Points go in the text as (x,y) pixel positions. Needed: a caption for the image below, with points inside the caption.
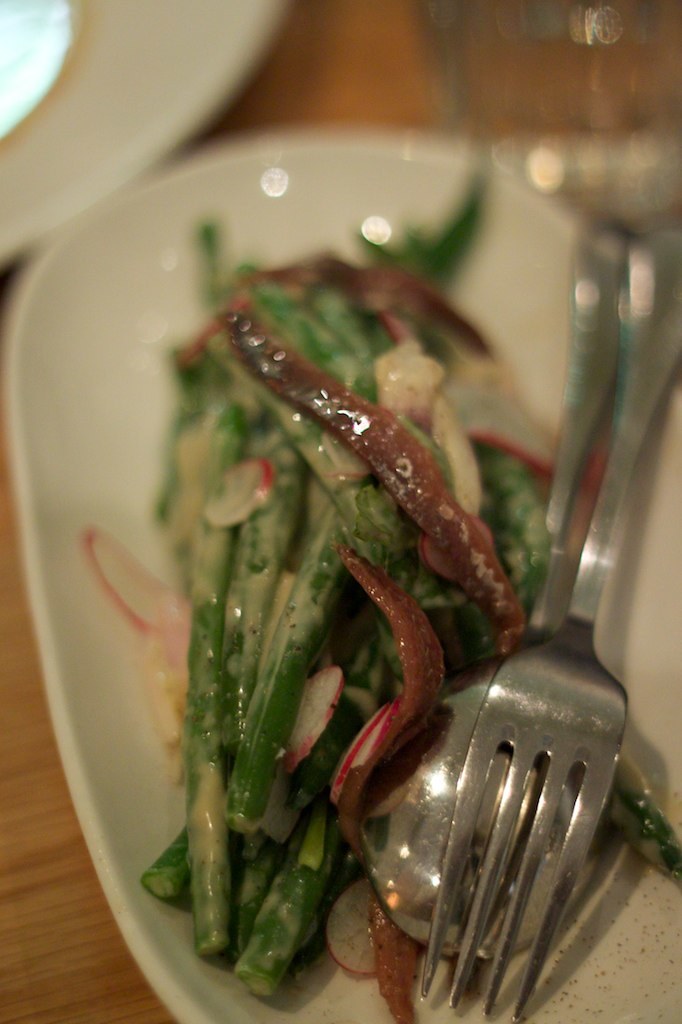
On the right side (471,665) it is a fork (641,307), spoon (432,788) and there are food items (353,617) in a white color plate (135,680).
